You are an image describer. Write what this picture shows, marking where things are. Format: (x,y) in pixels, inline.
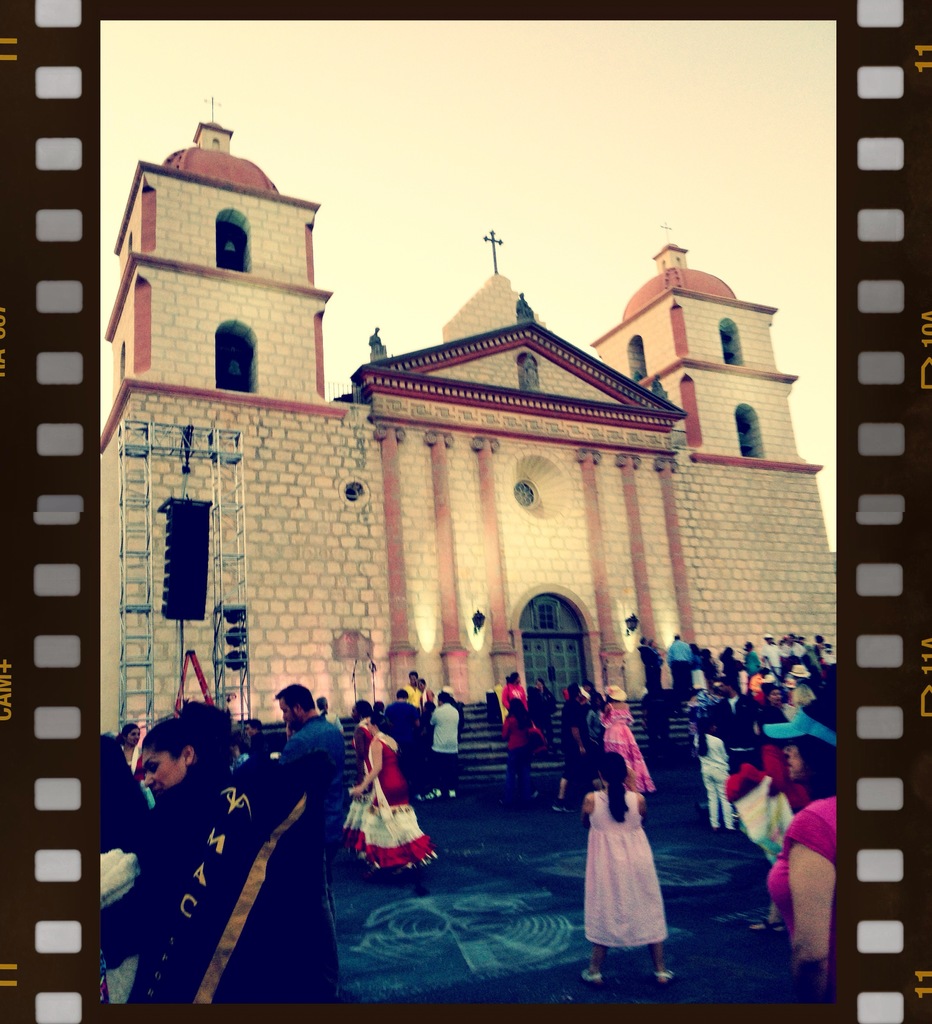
In this picture we can see a building (362,645) with windows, doors (542,656), steps (487,781) and a group of people (446,740) standing on the ground (463,872).
